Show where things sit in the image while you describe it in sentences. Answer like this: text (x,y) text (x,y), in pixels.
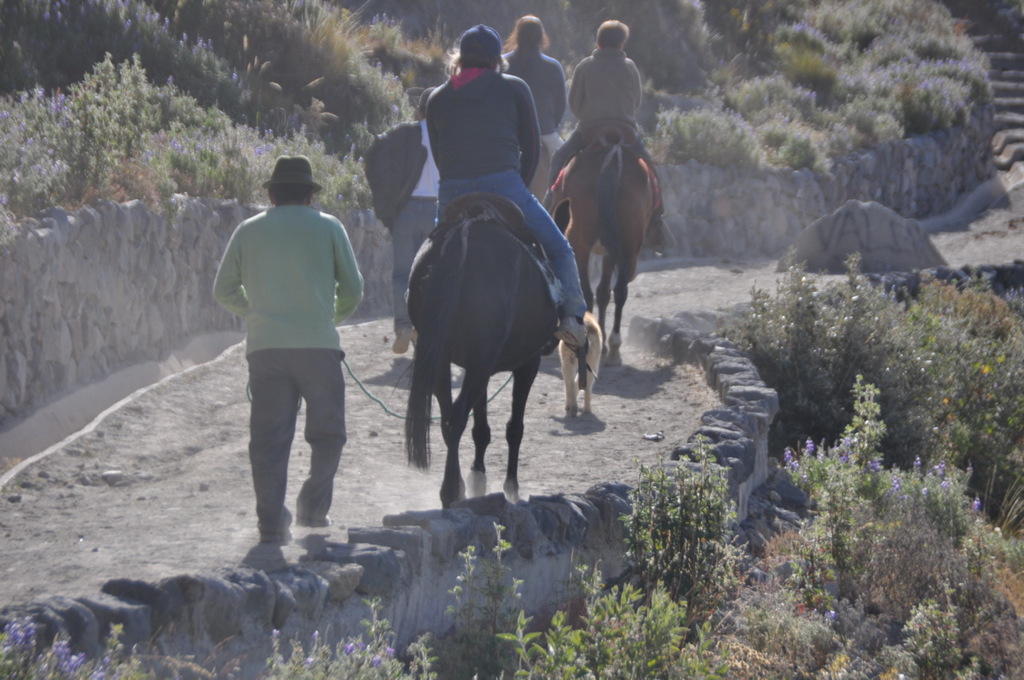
In this image three persons (563,334) are riding horse (579,236). Here is a dog (571,368). Two persons (326,345) are walking on the path (652,305). On both side there are plants (917,462). Here there are steps (1011,67).
